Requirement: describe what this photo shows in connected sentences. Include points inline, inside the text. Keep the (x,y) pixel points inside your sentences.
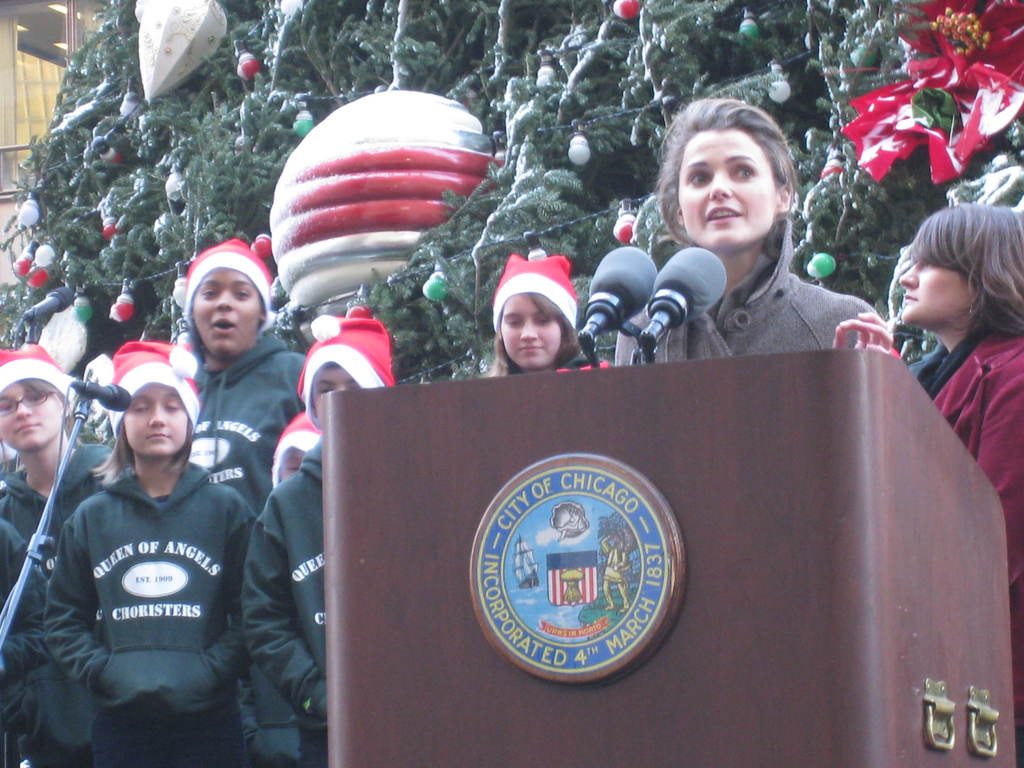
In this image I can see few people (745,295) standing. I can see a person (705,197) is standing in front of the podium (809,506). I can see mics (671,311), stand (31,550) and Christmas tree (319,5). I can see few balls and some objects (548,74) on the tree (687,70).
